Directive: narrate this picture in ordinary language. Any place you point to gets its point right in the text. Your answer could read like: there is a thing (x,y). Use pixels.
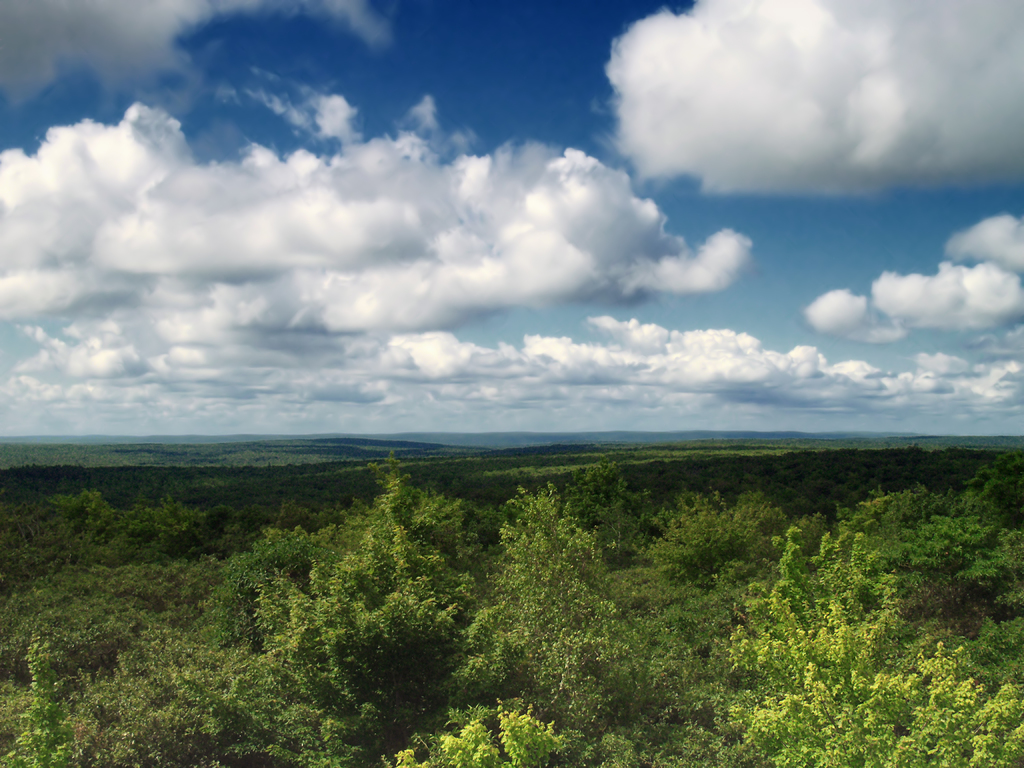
In this image, I can see the trees (112,495) with branches (474,513) and leaves (669,714). These are the clouds (435,211) in the sky (683,186).
